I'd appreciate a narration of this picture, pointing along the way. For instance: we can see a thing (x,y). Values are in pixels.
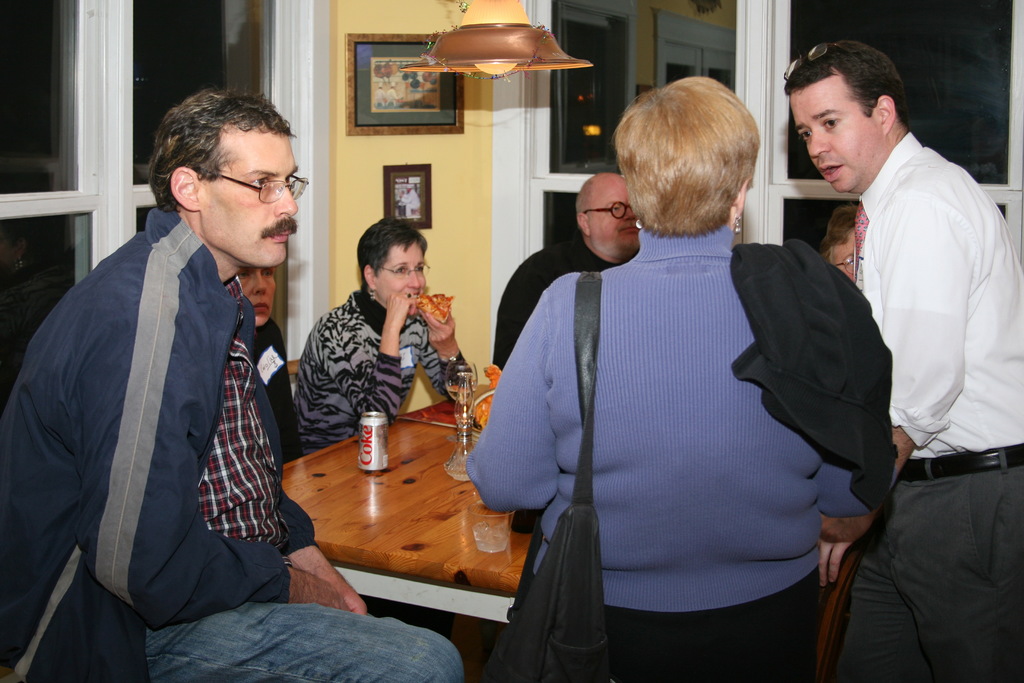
In this picture there are people (662,371), among them few people (510,277) sitting and few people (780,435) standing. We can see tin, glass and objects (462,433) on the table (412,554). At the top of the image (513,20) we can see light (488,50). In the background of the image (440,124) we can see glass windows (678,70) and frames (398,73) on a wall (468,275).
